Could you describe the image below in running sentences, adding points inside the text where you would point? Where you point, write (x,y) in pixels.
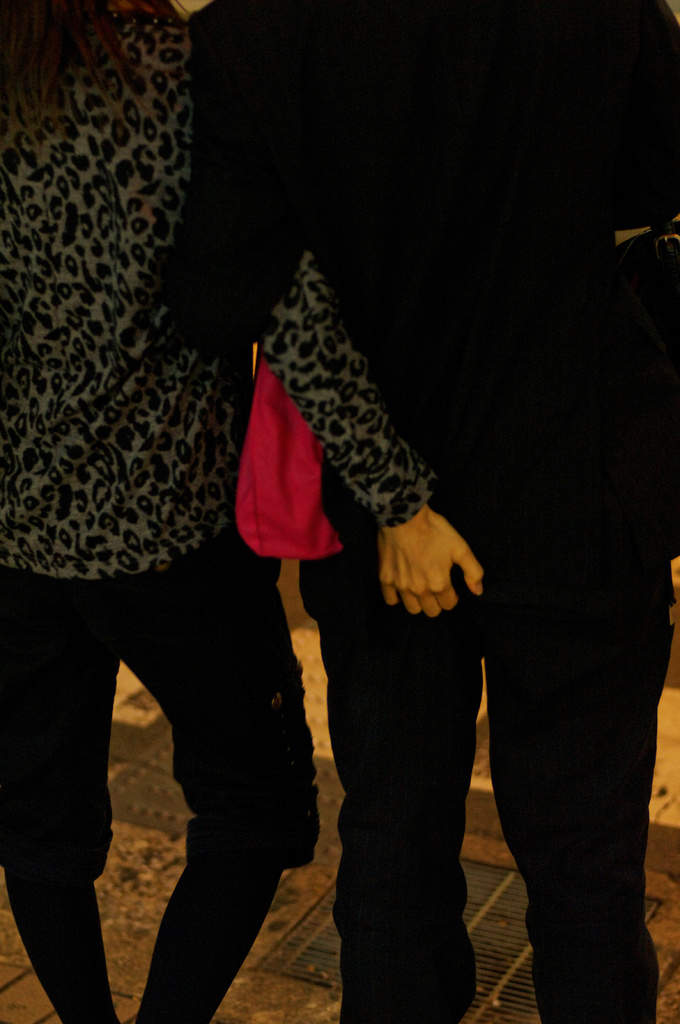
There are two people (366,682) standing and holding each other and we can see floor (290,936).
